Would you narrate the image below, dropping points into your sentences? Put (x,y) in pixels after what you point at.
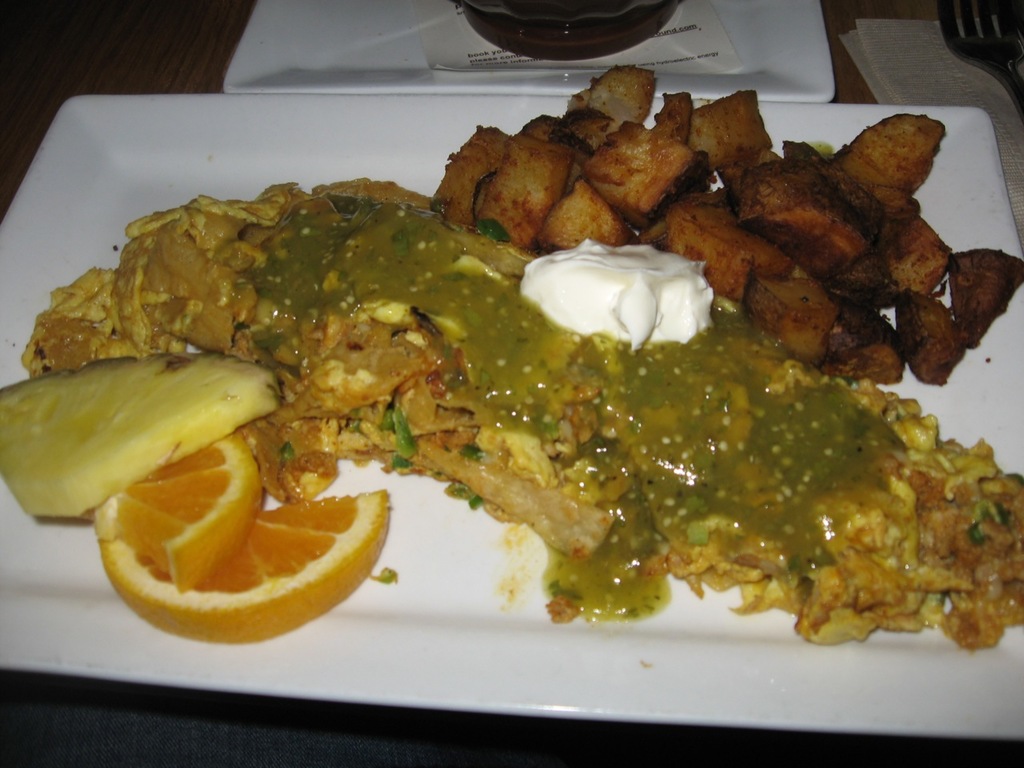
Here we can plates (234,80), paper (485,64), fork (991,42) and food (302,272).
